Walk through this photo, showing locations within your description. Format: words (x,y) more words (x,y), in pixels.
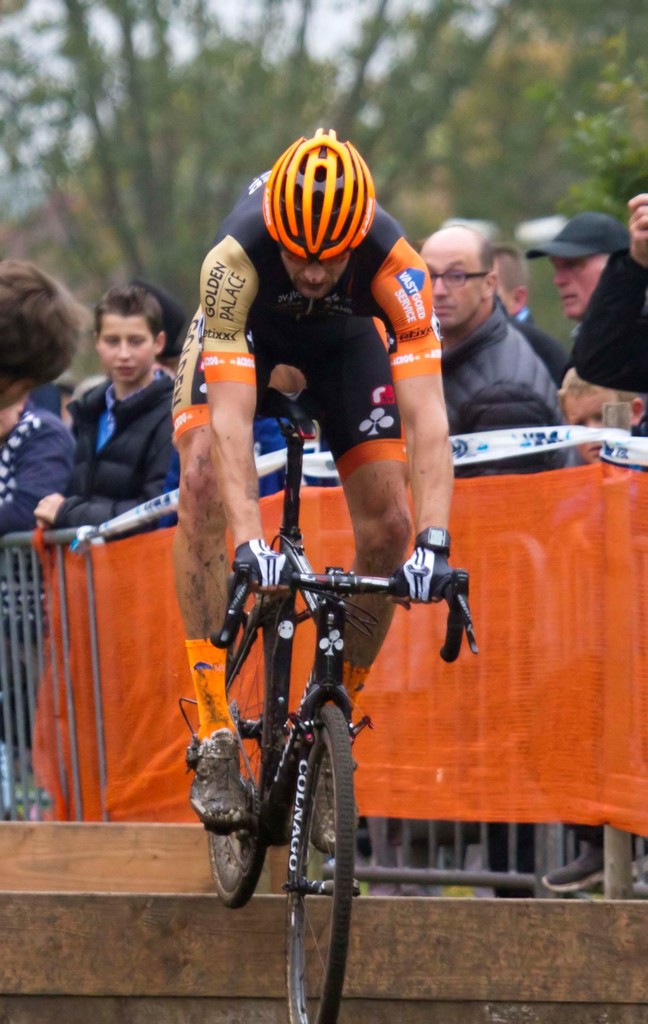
In this image in the middle (373,563) a man (276,582) is riding a bicycle (316,611). He is wearing a helmet (290,243). Behind him there is barricade (529,513). Beside the barricade (563,500) few people (470,317) are standing and watching the man (216,345). In the background (541,110) there are trees (470,86).
